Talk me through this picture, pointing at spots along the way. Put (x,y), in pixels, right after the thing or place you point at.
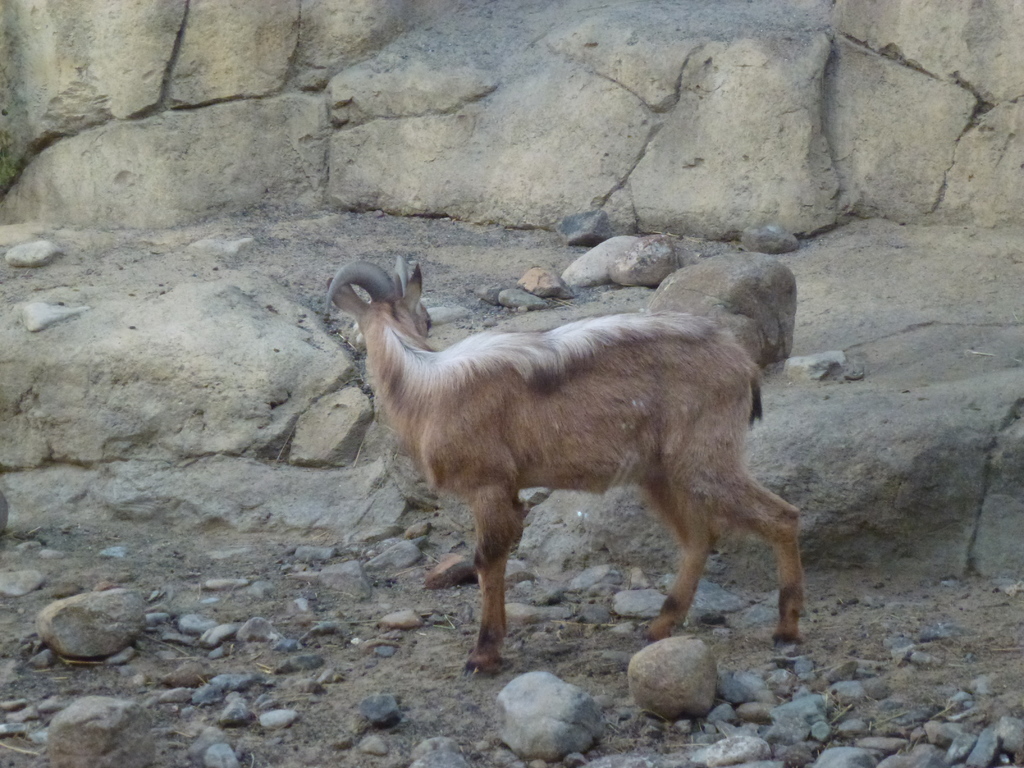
In this image we can see an animal (492,596), there are some stones (24,256) and rocks (711,204).
